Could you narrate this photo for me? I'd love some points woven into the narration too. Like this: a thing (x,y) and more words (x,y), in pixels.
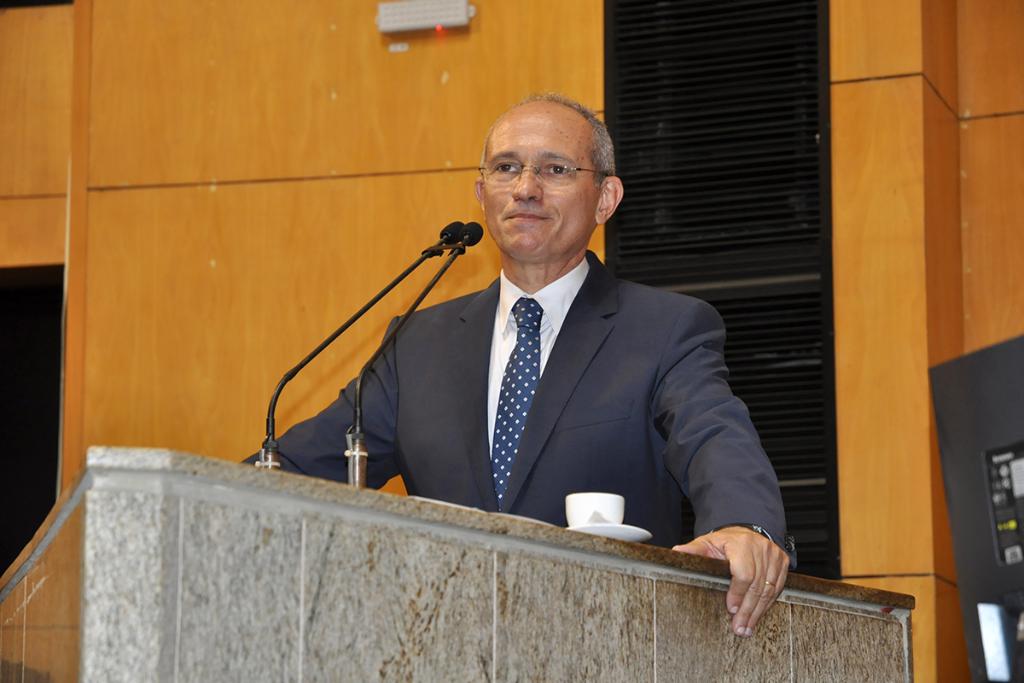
This man (567,182) is highlighted in this picture. He wore spectacles (550,168) and suit (600,319). In-front of this man (511,438) there is a podium (395,536) with mic (437,251). Above the podium (643,583) there is a cup (599,520) and saucer (611,530). Background (166,149) it is in orange and black color.
